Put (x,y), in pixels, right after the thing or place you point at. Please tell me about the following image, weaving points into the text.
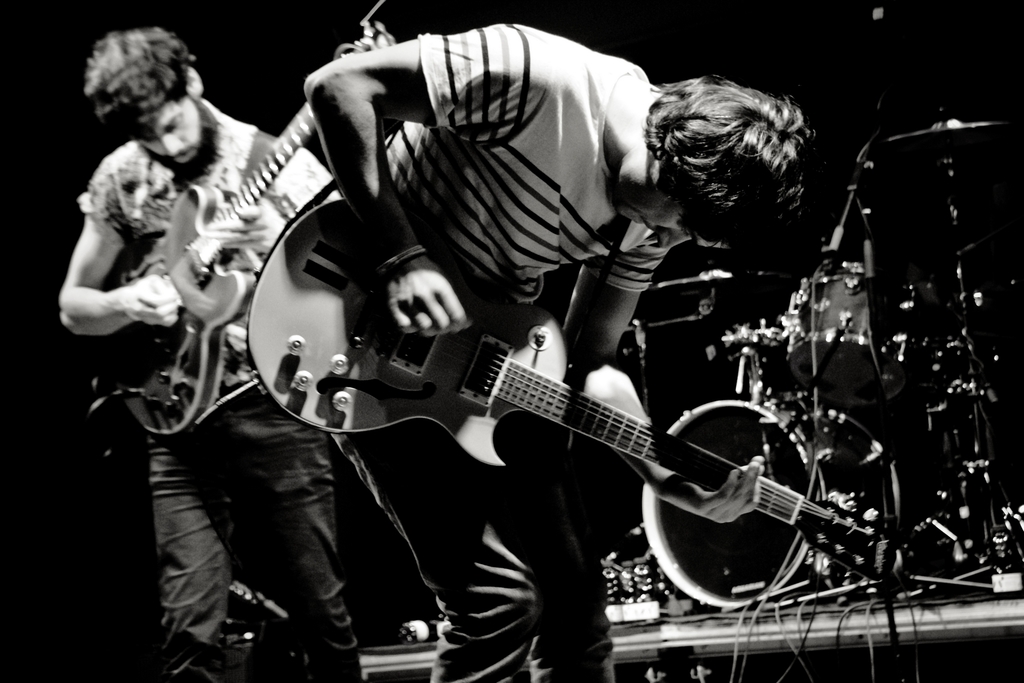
This picture shows two men (527,416) playing guitars (409,380) in their hands (434,300), standing on the stage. In the background (809,370), there are some other musical instruments (846,401) here.
